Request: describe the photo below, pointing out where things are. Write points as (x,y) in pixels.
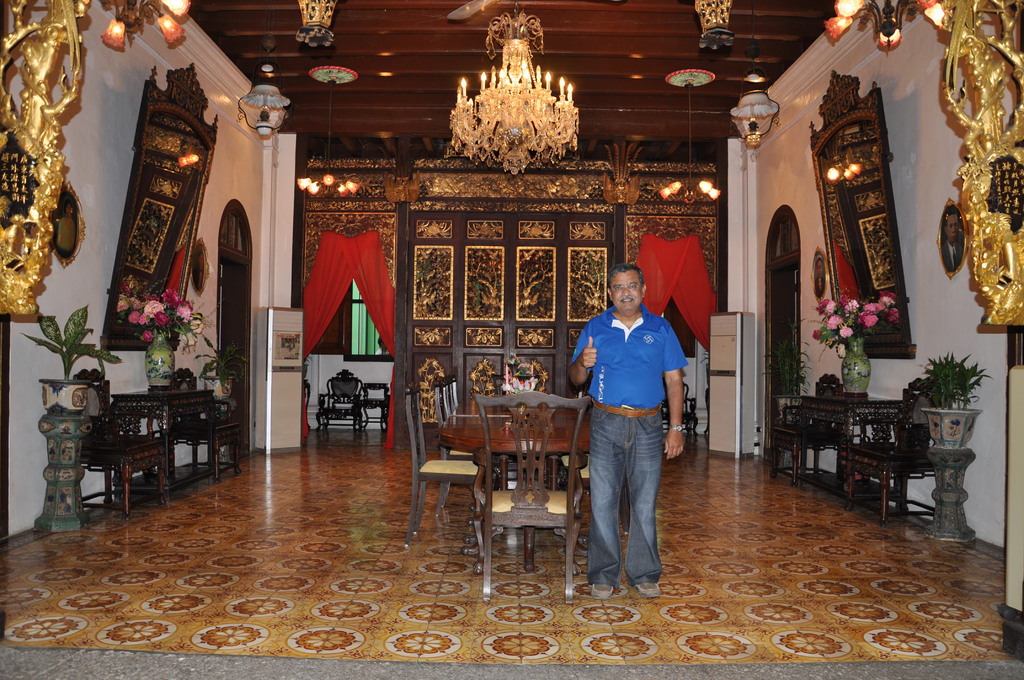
Here we can see a man (597,499) standing in the center of the hall (677,321) with table (552,447) and chairs (523,493) placed beside him at the top (509,156) we can see a chandelier (528,97) and the whole room (213,245) is decorated with some kind of objects (334,265) we can see flower pots (164,310) here and there we can see plants (947,381).
